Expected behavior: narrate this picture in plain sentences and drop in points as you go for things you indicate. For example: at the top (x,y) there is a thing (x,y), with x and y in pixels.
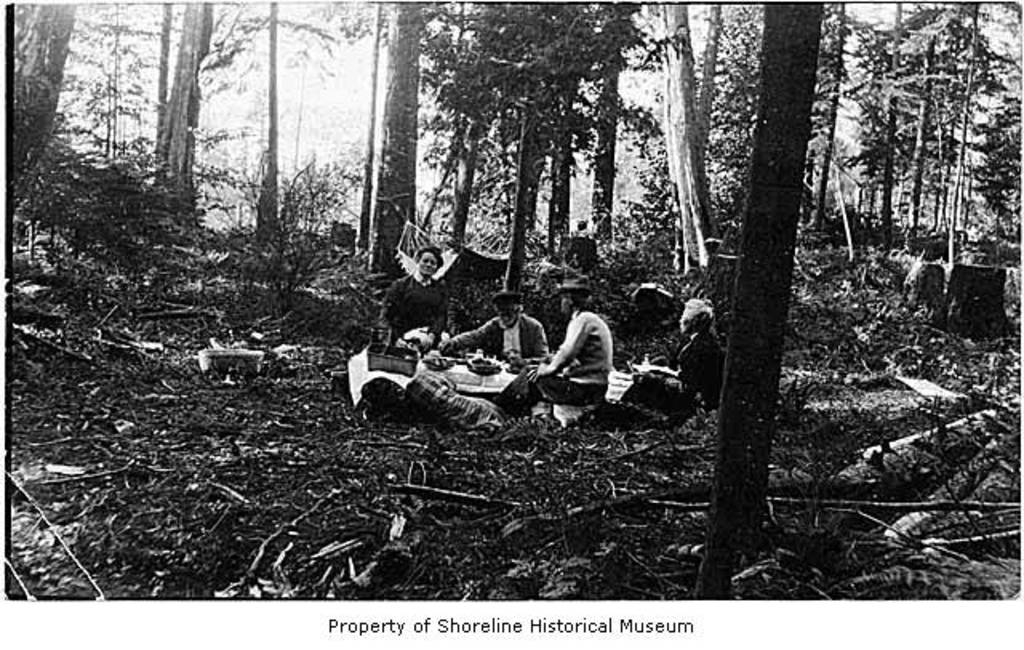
This is a black and white picture, in this image we can see a few people (416,399) sitting on the ground (449,453), in front of them, we can see some objects (404,368), there are some trees (120,204) and wood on the ground (29,360), also we can see the sky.
